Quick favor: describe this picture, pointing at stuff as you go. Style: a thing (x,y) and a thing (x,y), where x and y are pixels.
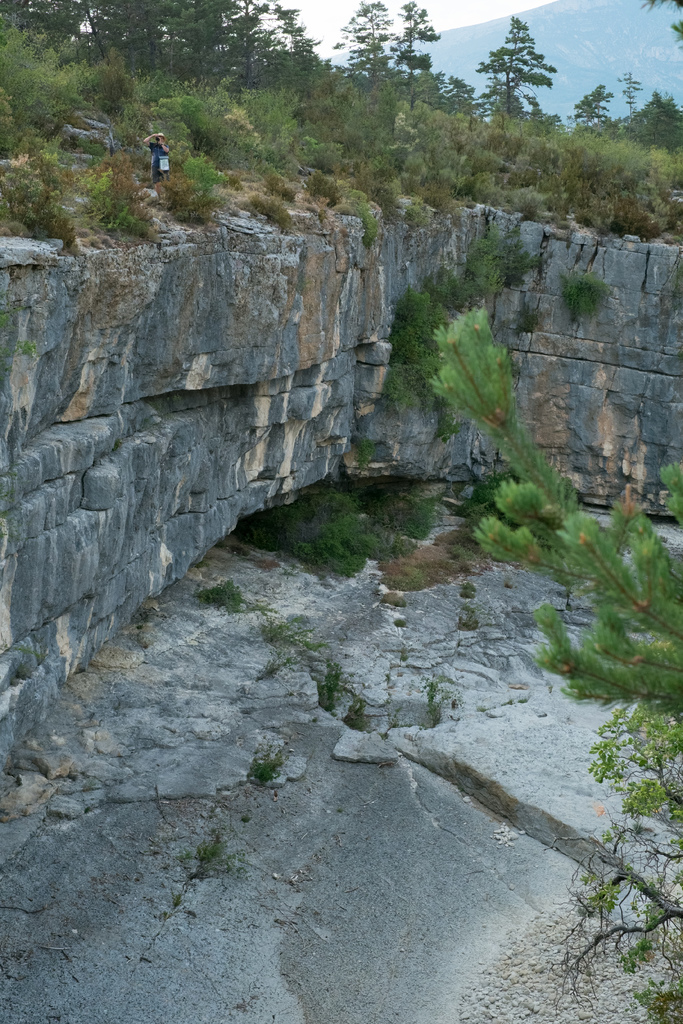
This picture is clicked outside. In the foreground (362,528) we can see the grass (419,506), plants (647,617) and the stone wall (248,267) and we can see a person (155,159) standing on the ground (473,171). In the background (494,14) we can see the sky (349,18), plants (676,173), trees (535,44) and some other objects (616,69).
